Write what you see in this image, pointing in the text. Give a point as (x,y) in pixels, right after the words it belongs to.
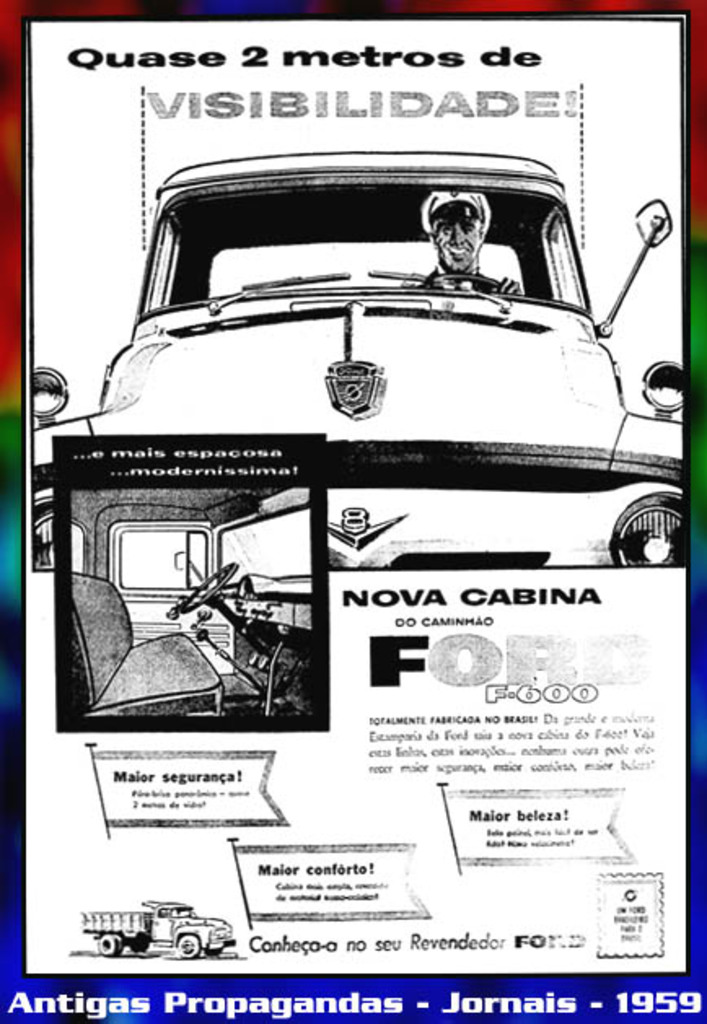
In this picture I can see there is a brochure (332,949) and there is a person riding the car (390,339) and there is a truck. There is something written on it.
